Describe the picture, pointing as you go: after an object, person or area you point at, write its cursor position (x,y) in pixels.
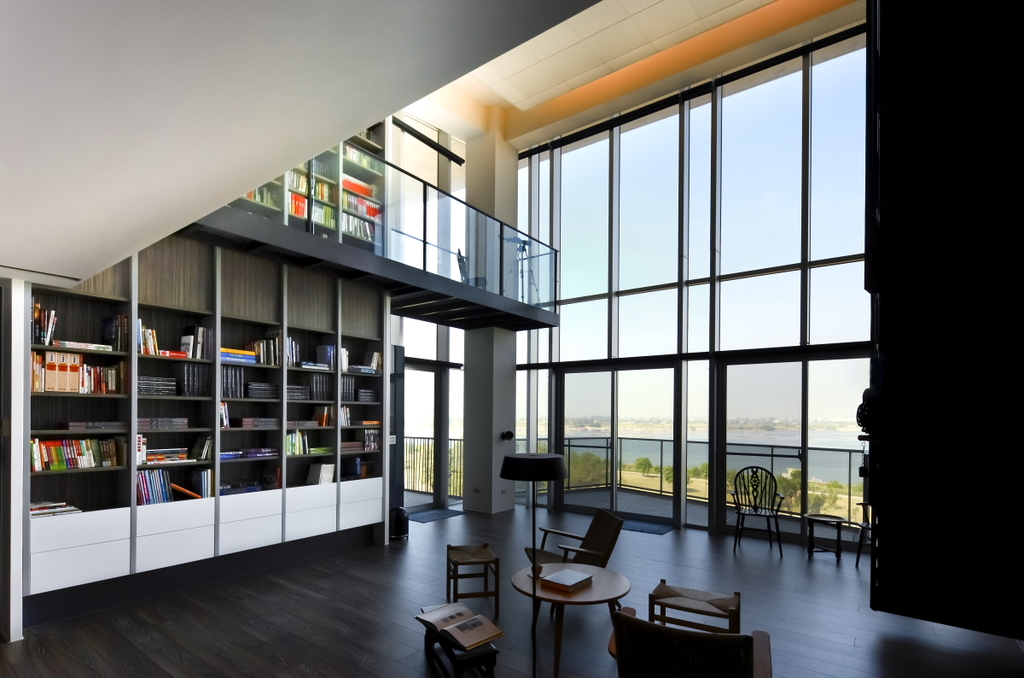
In this image we can see books (345,445) arranged in shelves (122,435), table (540,596), chairs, door (570,458) and windows (701,489). In the background (689,474) we can see water (690,445), trees (581,473) and sky (699,322).
